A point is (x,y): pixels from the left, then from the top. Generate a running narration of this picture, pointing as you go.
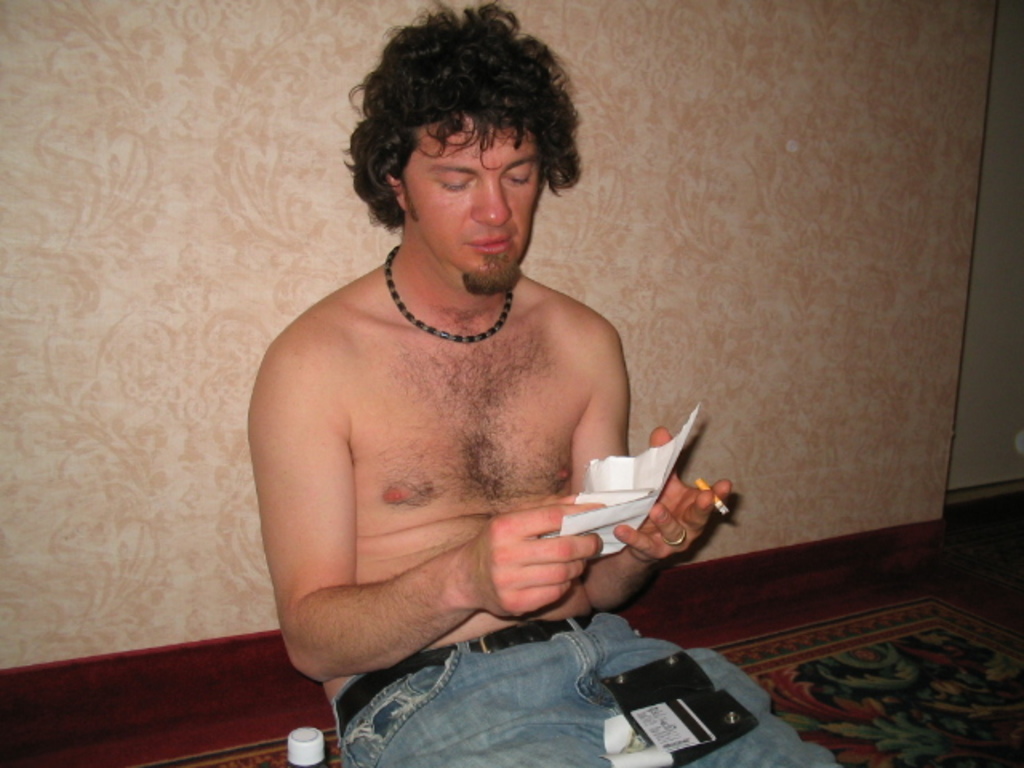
In this picture we can see a man (432,434), he is seated on the floor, and he is holding a cigarette (703,479) and a paper (628,521).
